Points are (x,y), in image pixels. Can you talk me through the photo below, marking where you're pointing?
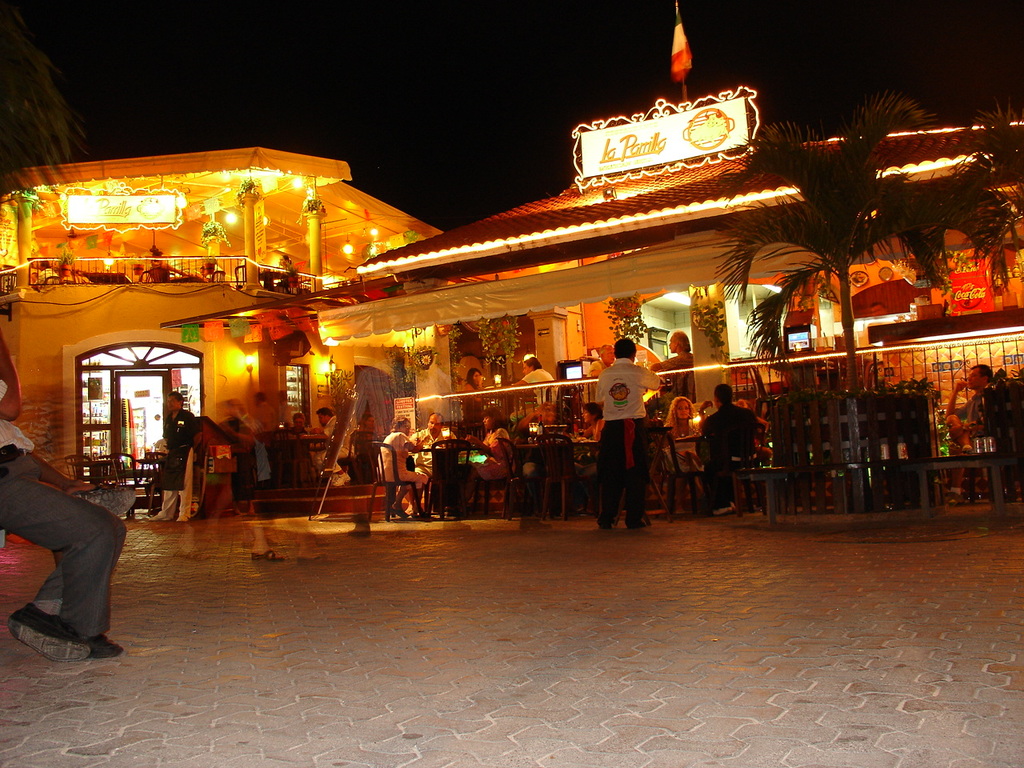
This image is taken outdoors. At the top of the image (314,76) there is the sky (489,81). The sky (514,82) is dark. On the left side of the image (20,469) a man (35,495) is sitting and there is a tree (27,87). At the bottom of the image (358,715) there is a floor (545,646). In the middle of the image (406,324) there is a building (249,358) and a house (227,382) with walls (138,316), windows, doors (124,418), pillars (248,203), railings (204,271) and roofs (480,230). There are two boards (147,204) with text (644,145) on them and there is a flag (681,31). There are a few plants (625,314) and there is a tree (869,231). Many people (727,490) are sitting on the chairs (542,452) and a few are standing. There are many empty chairs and tables (945,468).
